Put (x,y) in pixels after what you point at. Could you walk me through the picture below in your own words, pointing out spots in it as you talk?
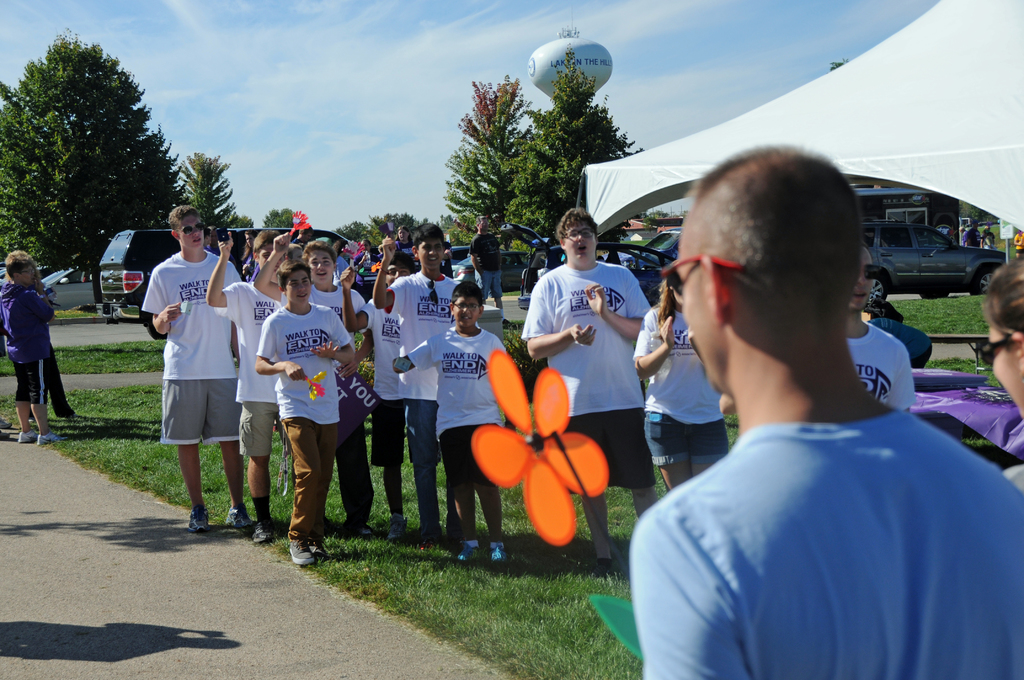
In this image, there are group of people (661,381) standing and wearing clothes (198,353). There is a person (728,362) on the right side of the image (770,362) wearing sunglasses (678,278). There are some vehicles (510,254) and trees (138,224) in the middle of the image (551,252). There is a tent (583,183) in the top right of the image (861,105). There is a sky (473,34) at the top of the image (456,47).
